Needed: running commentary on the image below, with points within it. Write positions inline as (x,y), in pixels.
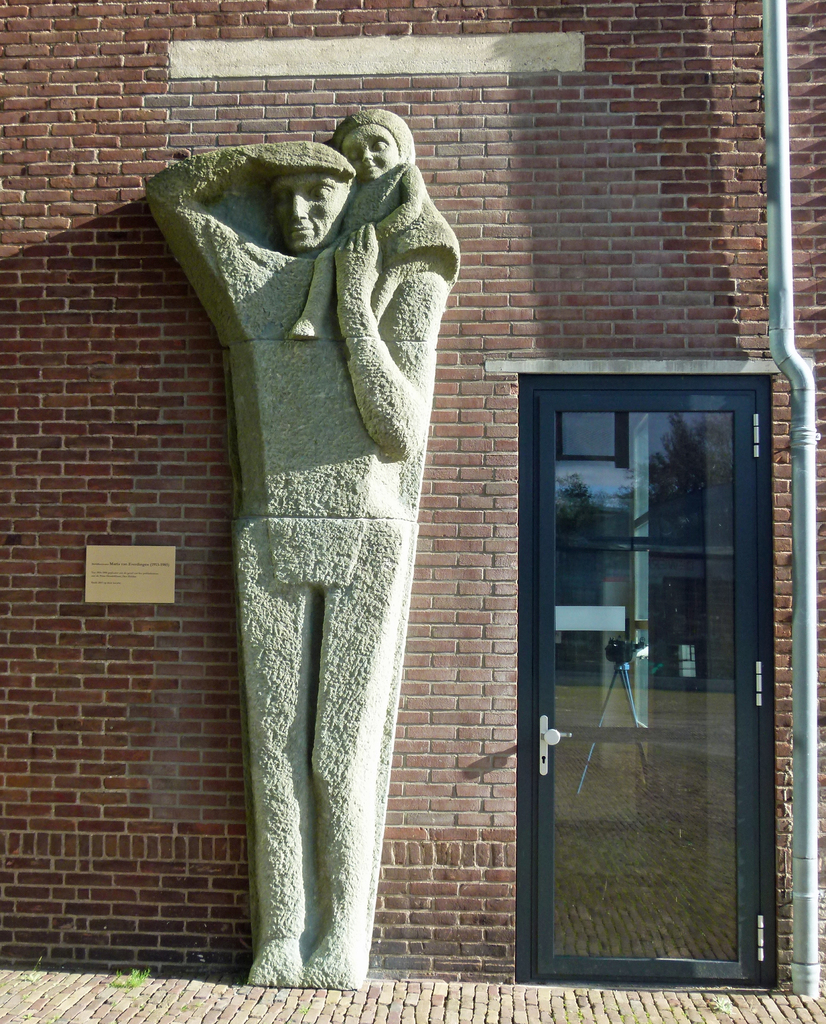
In this image we can see the sculpture (356,354) on the brick wall (477,200). And we can see the door (583,712). And we can see the pipeline (770,25).
